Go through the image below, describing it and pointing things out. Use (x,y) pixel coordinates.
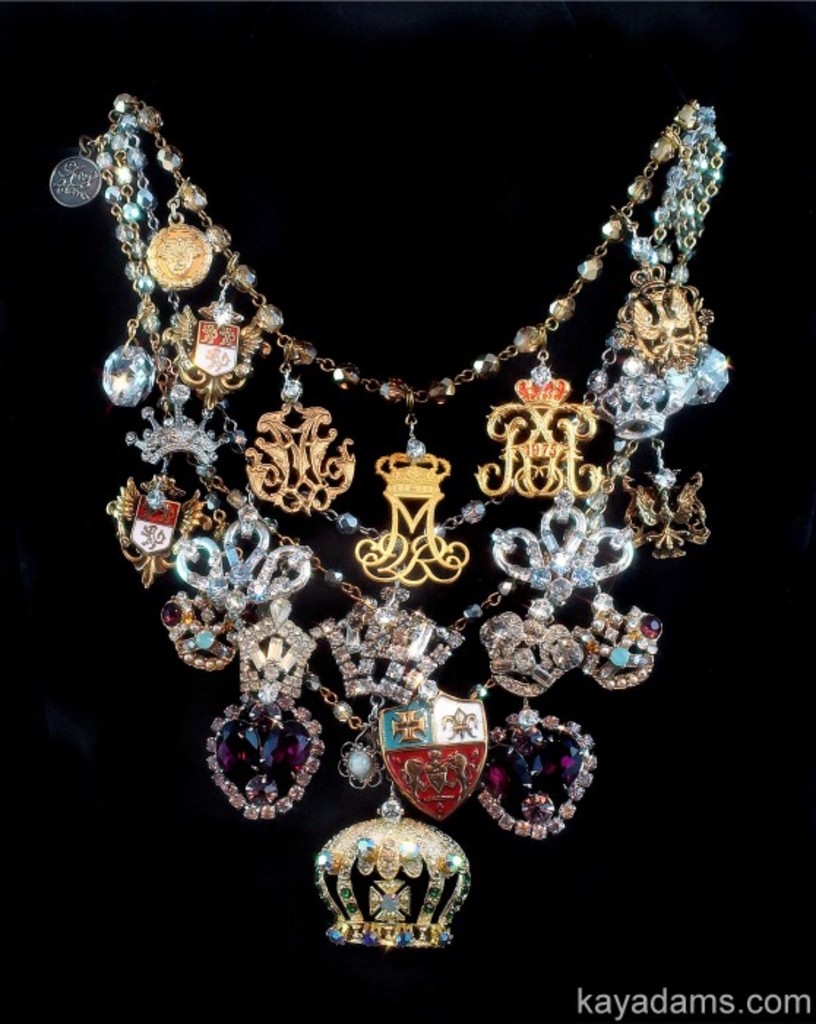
This image consists of a chain (371,535). It has so many stones (273,664) in it.
